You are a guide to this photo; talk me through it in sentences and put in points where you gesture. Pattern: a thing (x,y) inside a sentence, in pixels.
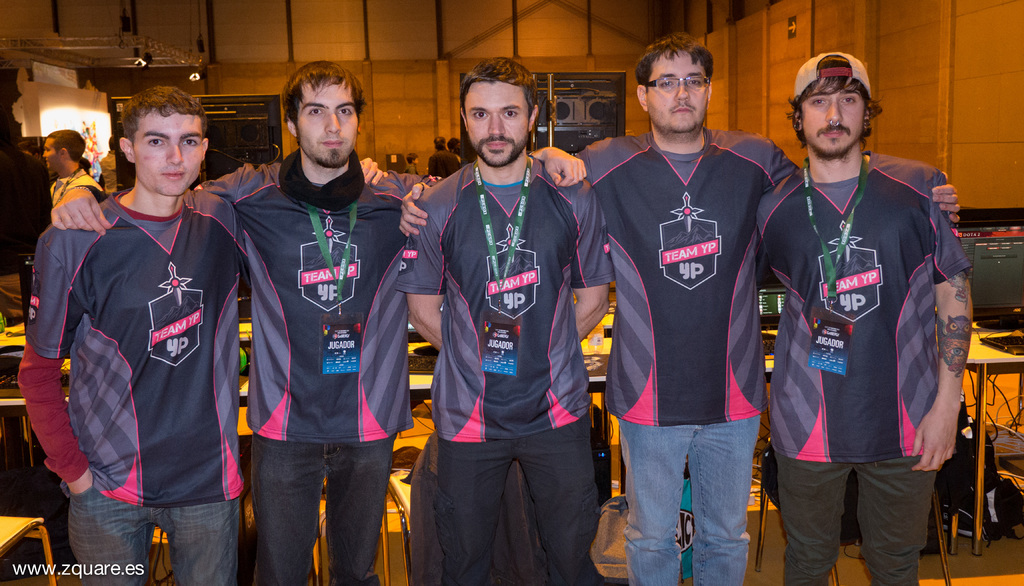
In this image we can see men (623,337) standing on the floor (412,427). In the background (31,233) there are people (31,219) standing on the floor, tables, desktops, cables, bags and electric lights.
